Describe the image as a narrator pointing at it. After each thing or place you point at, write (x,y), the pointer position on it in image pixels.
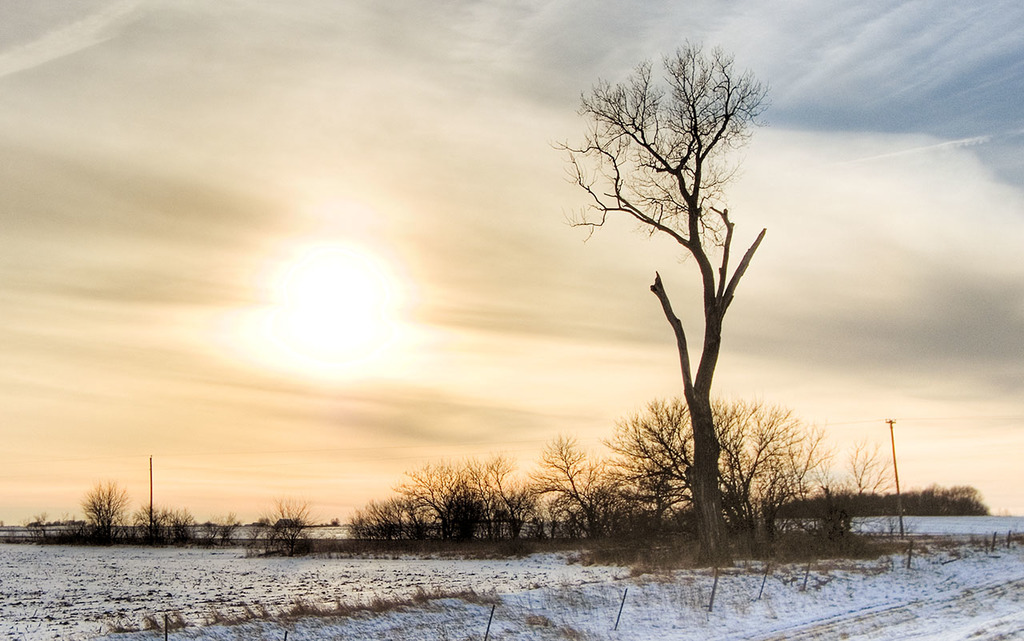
In this image I can see the snow (767,582), fencing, few trees (726,506), poles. In the background (396,202) the sky (396,202) is in white and blue color.
